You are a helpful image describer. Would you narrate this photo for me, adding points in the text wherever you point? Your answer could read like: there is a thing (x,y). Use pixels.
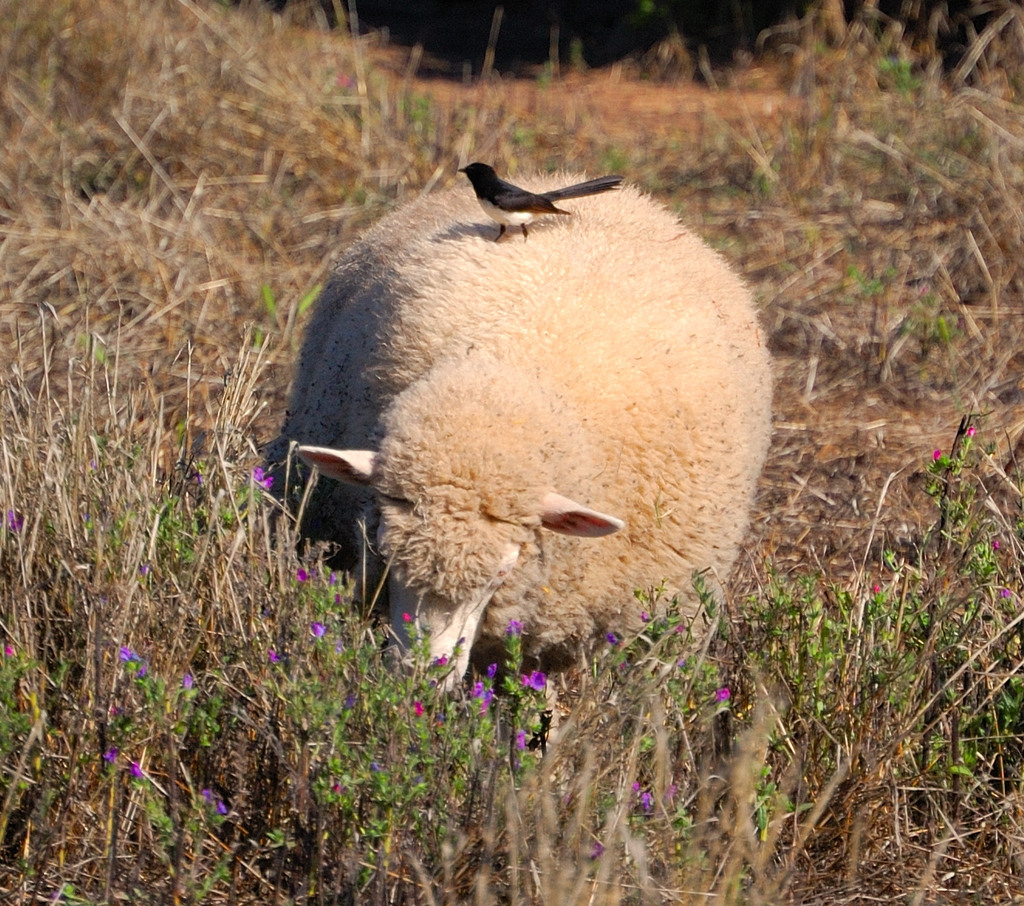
As we can see in the image there are plants (695,696), flowers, white color sheep (609,518) and bird (511,207).
